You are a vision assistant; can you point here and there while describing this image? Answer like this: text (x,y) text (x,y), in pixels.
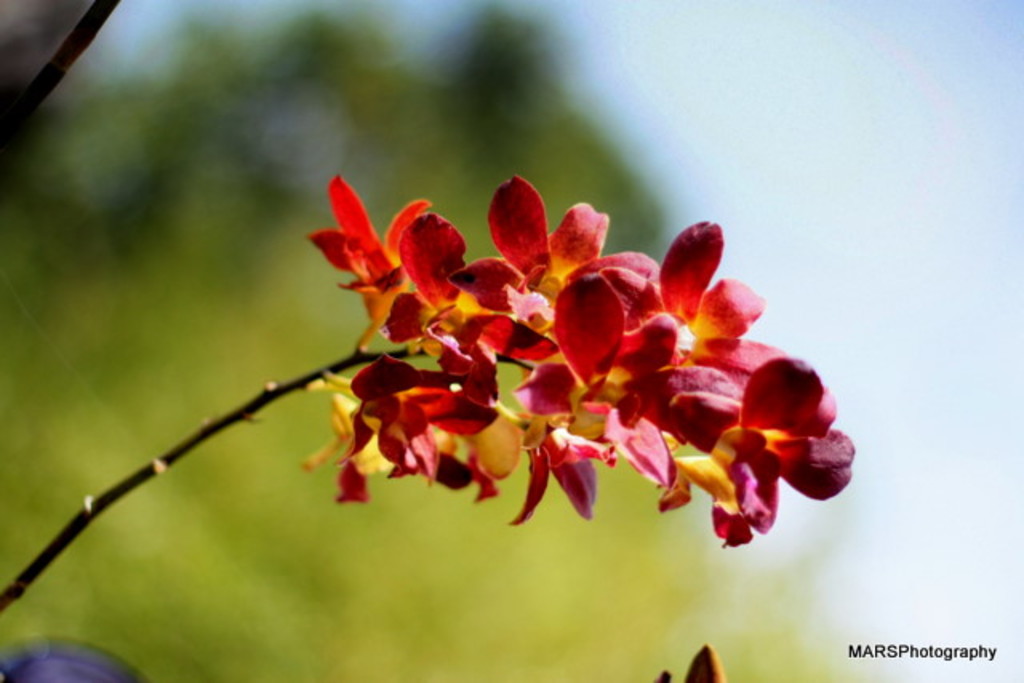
In this image there are flowers (578,330), in the background (252,4) it is blurred, in the bottom right (964,655) there is text (951,654).
